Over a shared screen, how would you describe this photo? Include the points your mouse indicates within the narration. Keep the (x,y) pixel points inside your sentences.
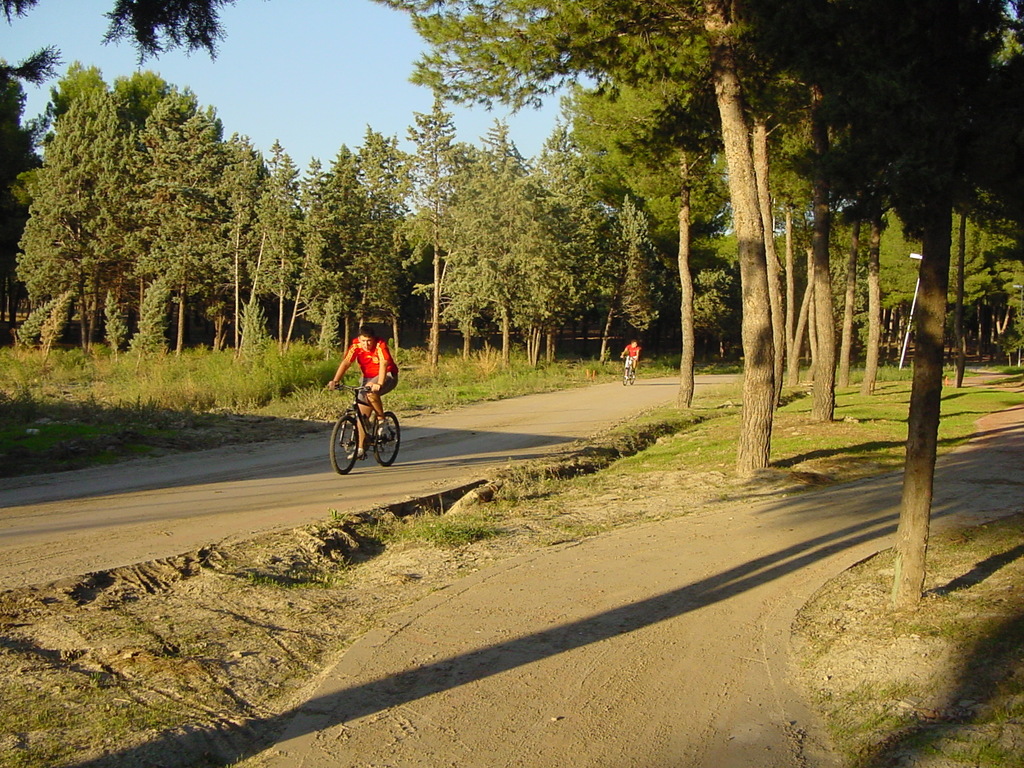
In this image I can see there are two persons (626,351) riding on bi-cycle (629,376) on the road (556,409) in the middle (376,440) and I can see trees (662,224) and the sky (531,153) and grass (15,402) visible in the middle (406,370).
